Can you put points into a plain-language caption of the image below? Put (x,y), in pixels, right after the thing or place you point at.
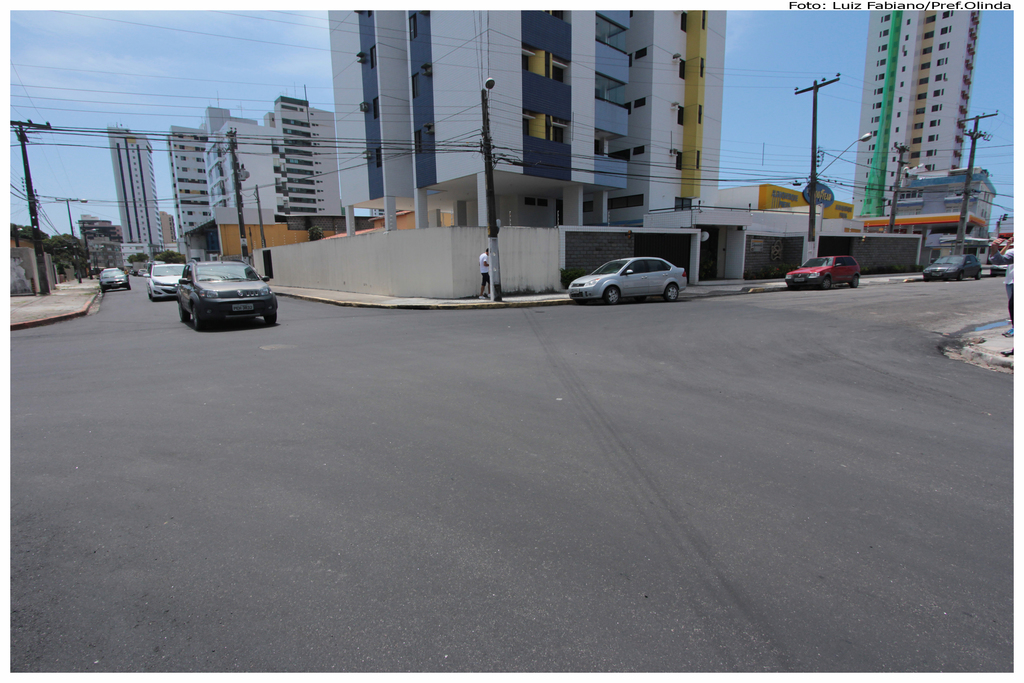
In this image there are vehicles (202,320) on the road (566,310). In the background (339,212) there are buildings (274,193), poles (962,223), trees (63,250). On right side (1007,280) there is a person (1013,294) and in the center (486,279) there is a man (485,271) walking and the sky (329,109) is cloudy.
